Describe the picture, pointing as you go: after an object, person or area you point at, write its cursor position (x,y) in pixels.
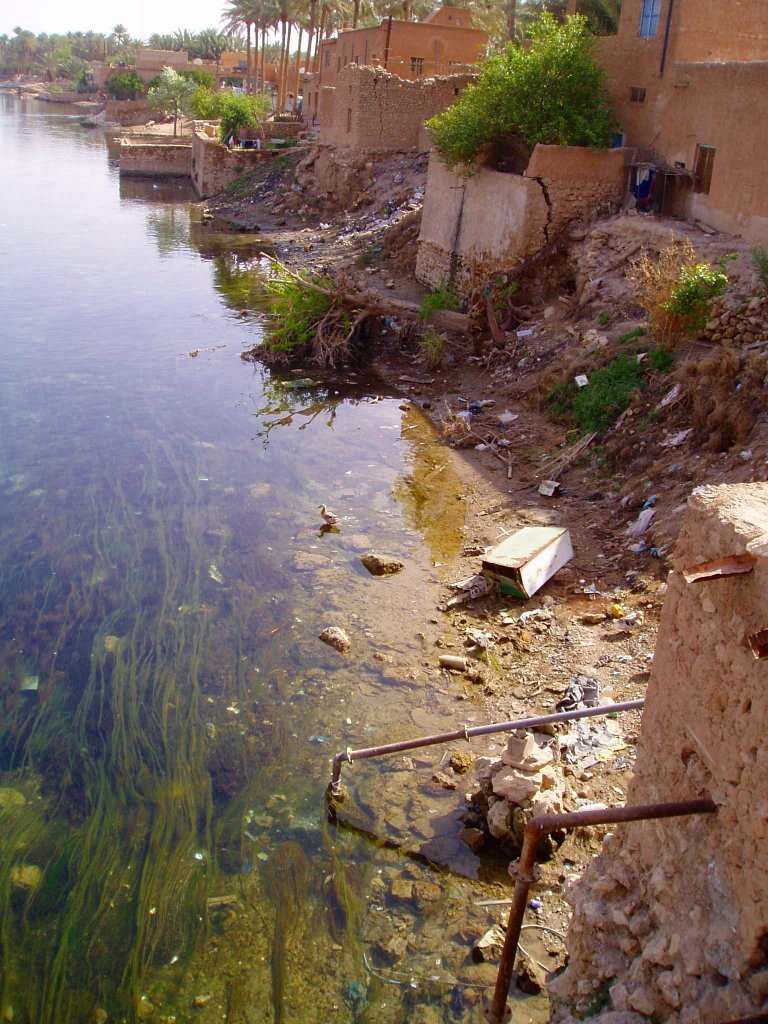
In this picture there is water (370,514) on the left side of the image (20,708) and there are broken houses (447,170) and trees (172,91) on the right side of the image (699,670), there is algae (185,531) in the water (185,531) on the left side of the image (162,674).
